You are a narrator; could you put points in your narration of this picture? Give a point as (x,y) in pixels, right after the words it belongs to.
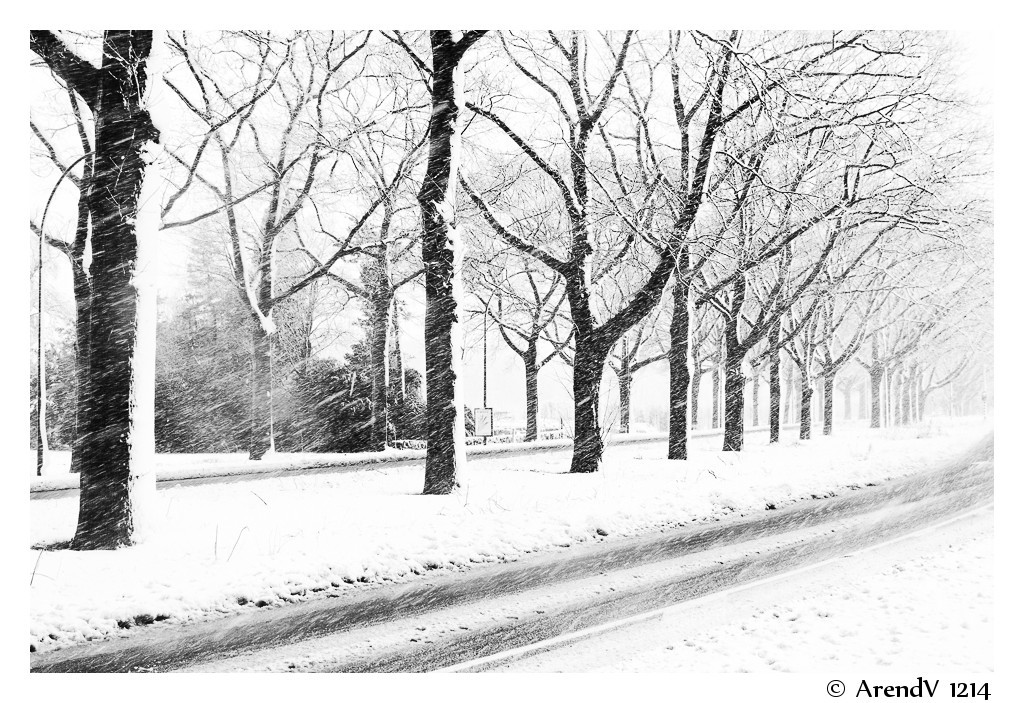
In this image we can see trees (129,115) covered by snow (137,470). At the bottom (511,577) there is a road (479,620).
